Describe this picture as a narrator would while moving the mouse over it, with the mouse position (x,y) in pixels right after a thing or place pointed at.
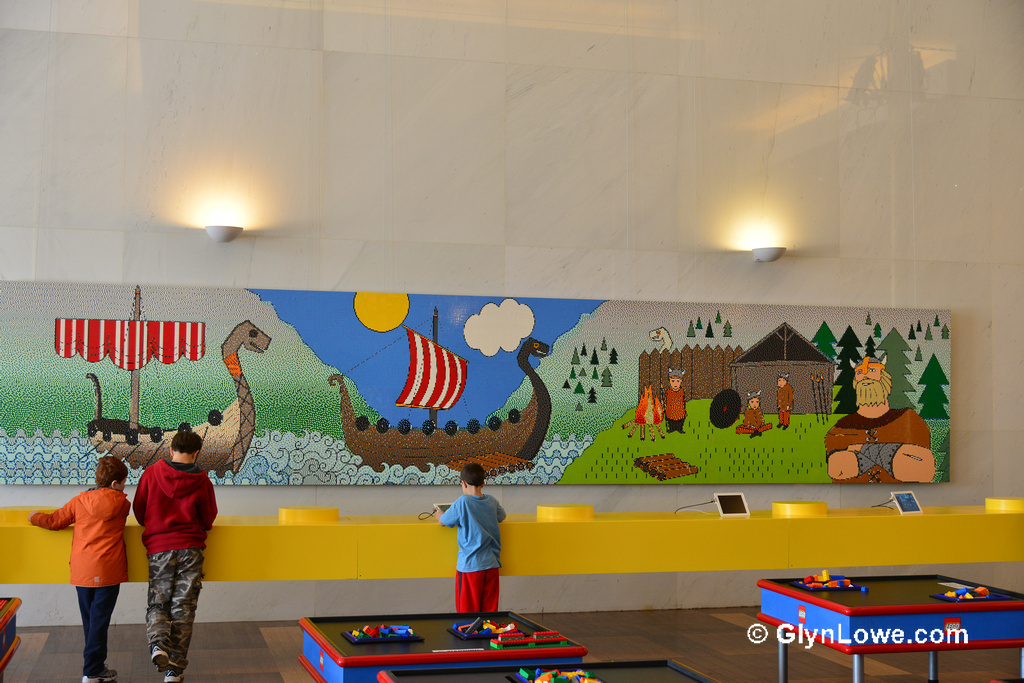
In this Image I see 3 boys (173,671) who are standing and there are few tables (1001,627) over here. In the background (435,441) I see few electronic devices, an art (481,427) over here and lights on the wall (728,181).
